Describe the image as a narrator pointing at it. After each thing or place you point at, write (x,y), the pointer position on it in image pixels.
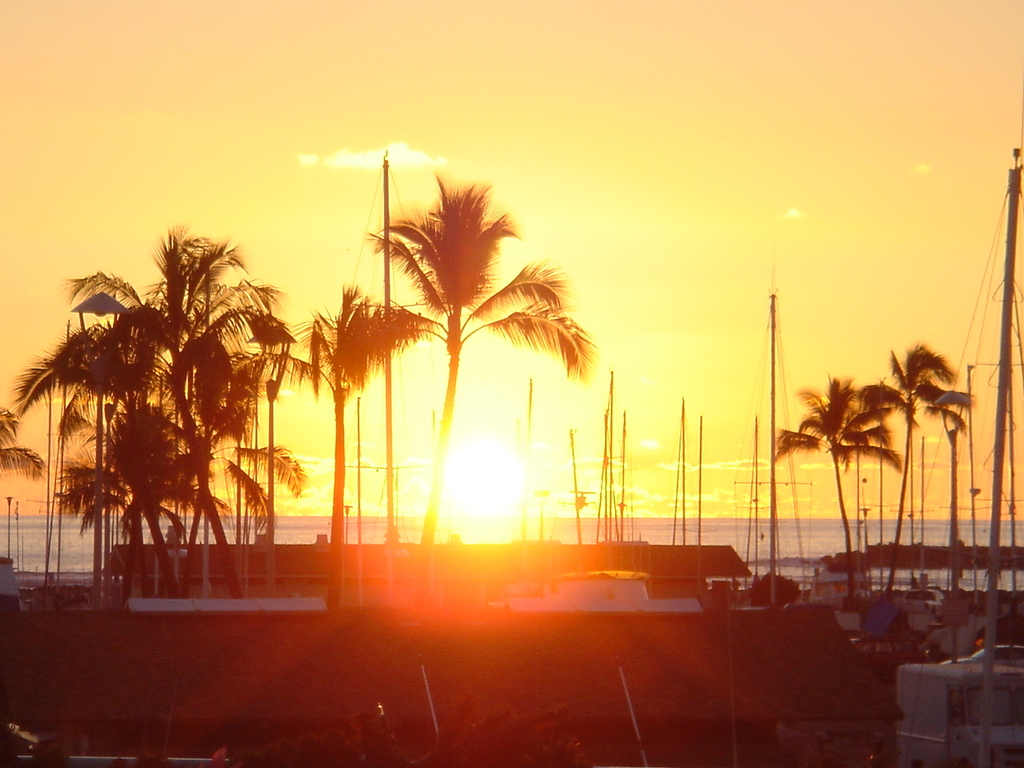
In this picture we can see boats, trees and some objects (598,664) and in the background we can see water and the sky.
